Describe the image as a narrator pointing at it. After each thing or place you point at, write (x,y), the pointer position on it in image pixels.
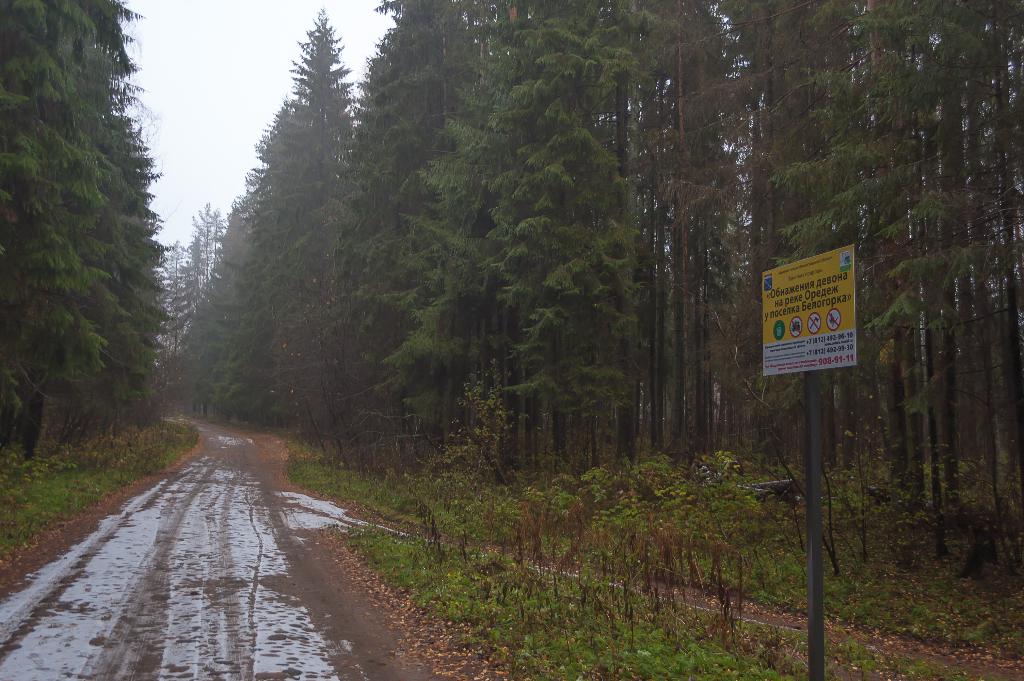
In the image there is a path (200,534) in the middle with trees (171,289) on either side of it and there is a caution board (824,329) on the right side (832,296).
